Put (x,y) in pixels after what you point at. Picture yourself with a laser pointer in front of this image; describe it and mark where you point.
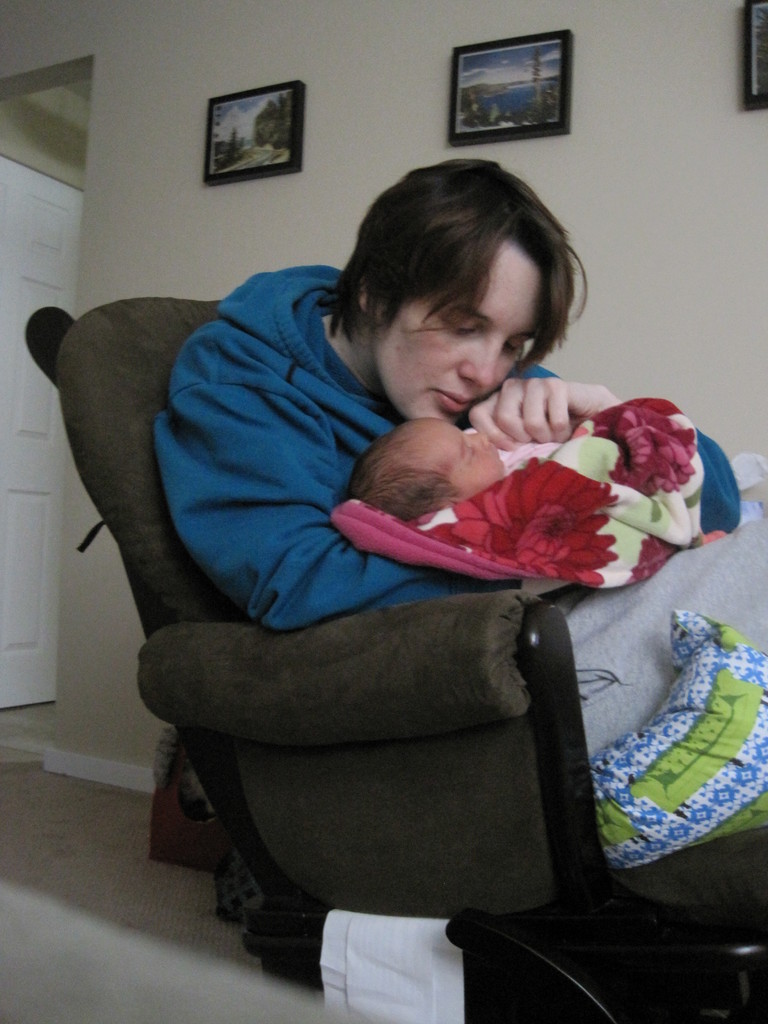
In the foreground of this image (270,449), there is a person (322,533) sitting on a sofa (454,753) carrying a baby (425,459) and it seems like a green color pillow (707,795) on the right (739,786). In the background (609,79), there are few frames (292,118) on the wall (140,219) and a white door (38,250).
